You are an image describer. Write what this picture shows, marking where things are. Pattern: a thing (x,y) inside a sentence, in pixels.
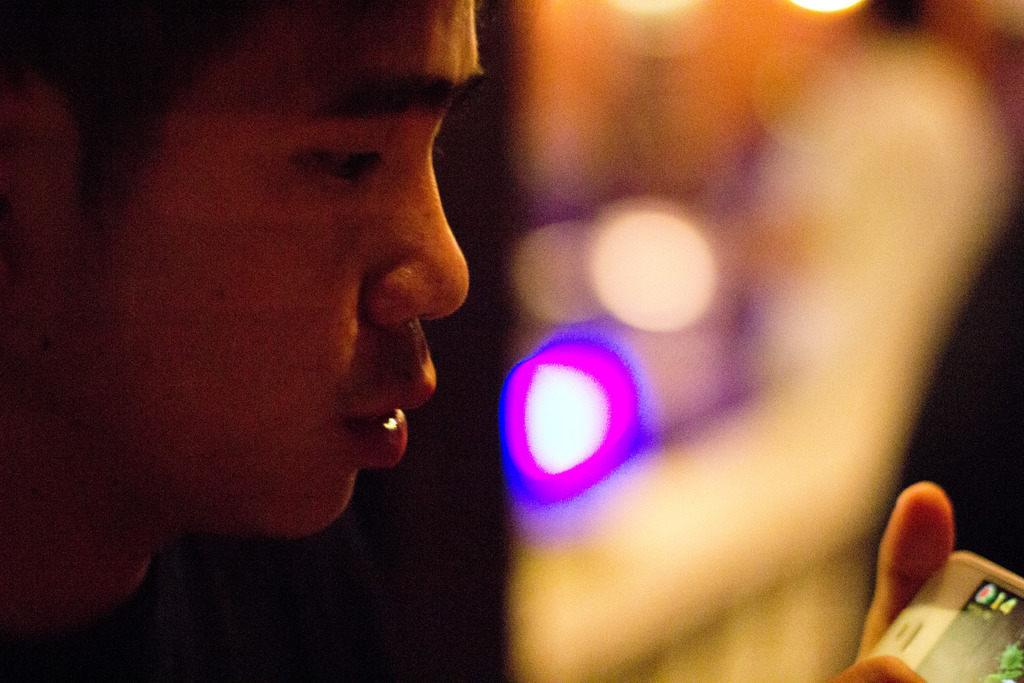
In this image I see a man (392,287) and I see the fingers (897,518) over here and I see a thing (949,603) and I see that it is blurred in the background (588,347) and it is colorful over here.
